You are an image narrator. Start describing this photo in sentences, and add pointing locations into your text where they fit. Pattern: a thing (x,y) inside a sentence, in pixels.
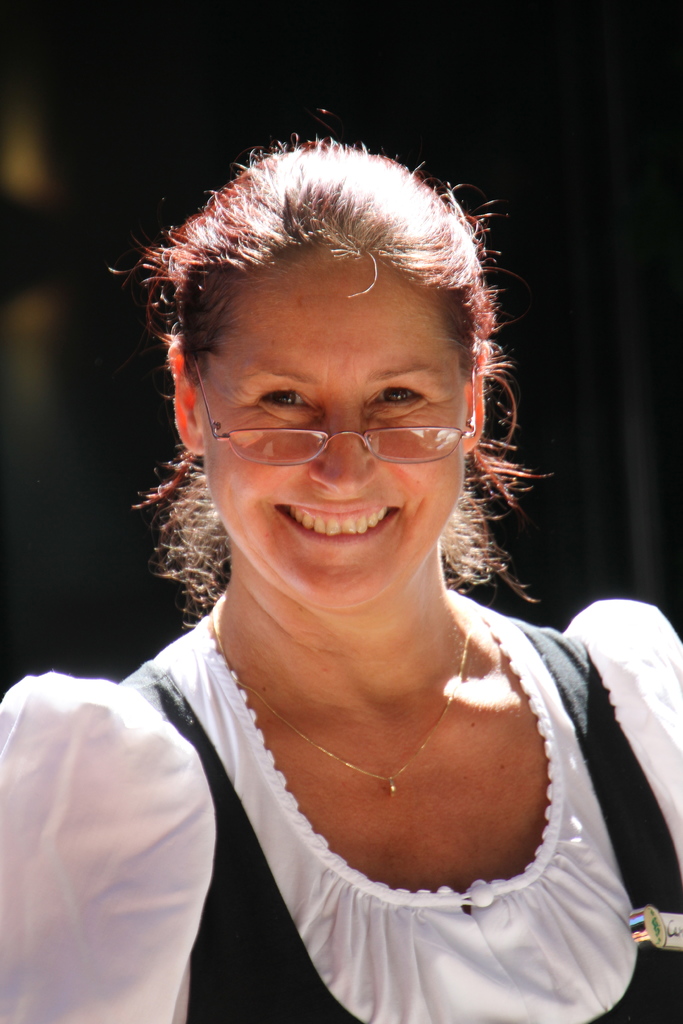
This image consists of a woman (340,763) wearing a black and white dress (646,829). The background (53,624) is blurred.
